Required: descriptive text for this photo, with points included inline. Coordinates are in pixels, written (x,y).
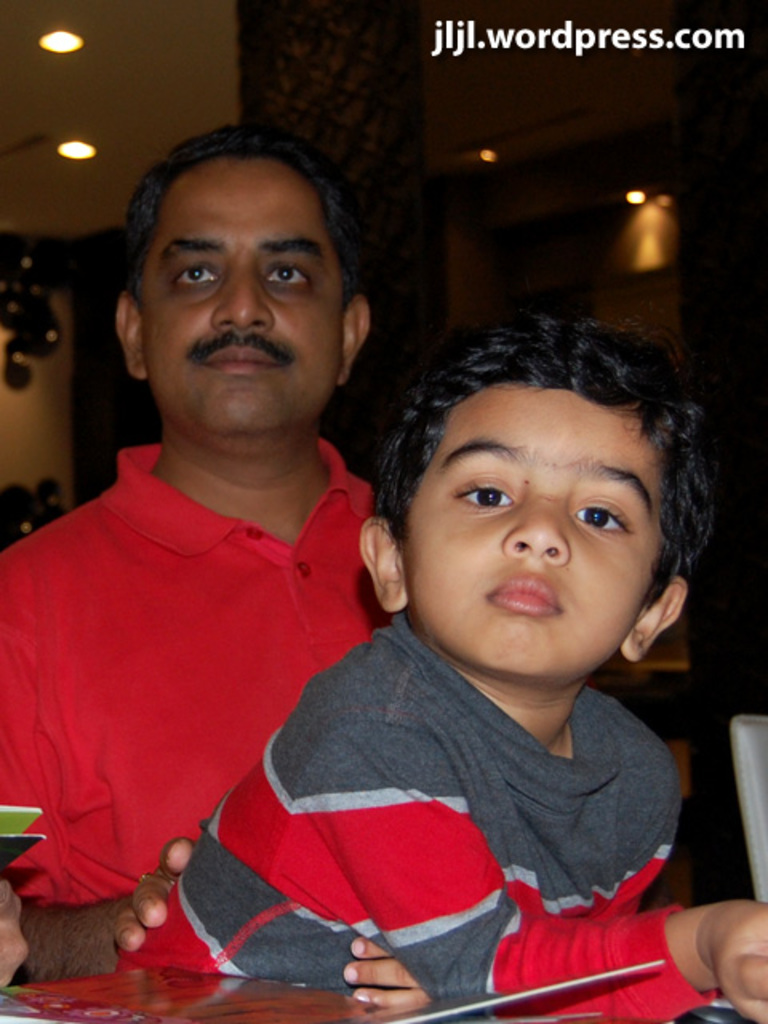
In this image we can see two people (260,499), around them, we can see some objects (12,815), at the top of the roof (93,163), we can see some lights (57,39), there are few pillars (355,151).
